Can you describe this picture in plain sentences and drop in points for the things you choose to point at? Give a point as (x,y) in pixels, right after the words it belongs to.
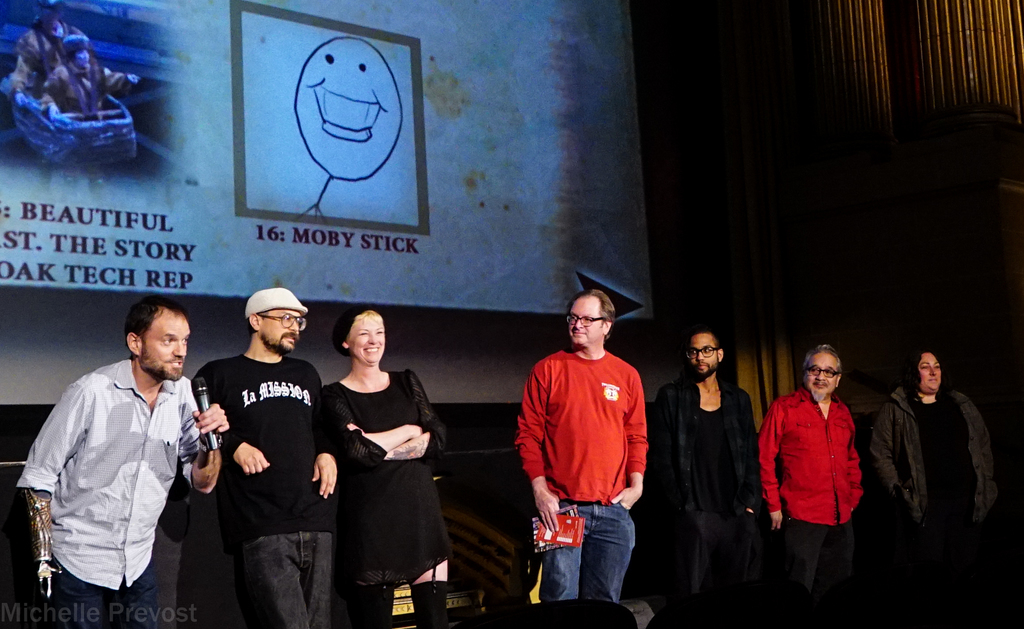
In the image there are several people (425,490) on stage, the guy (216,472) on the left side (140,446) had mechanical hand (41,549) and in the background (153,226) there is poster (369,39).
